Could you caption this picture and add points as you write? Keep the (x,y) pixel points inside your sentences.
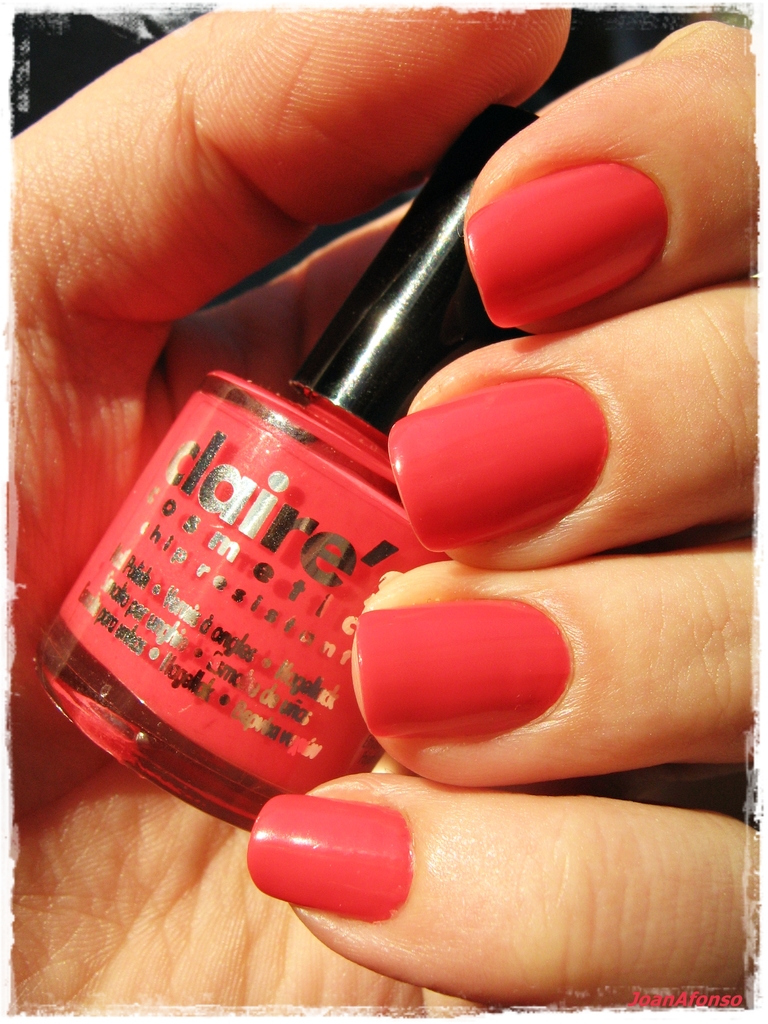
In this image we can see hand (438,881) of a person (426,589) holding a nail polish (445,197).
